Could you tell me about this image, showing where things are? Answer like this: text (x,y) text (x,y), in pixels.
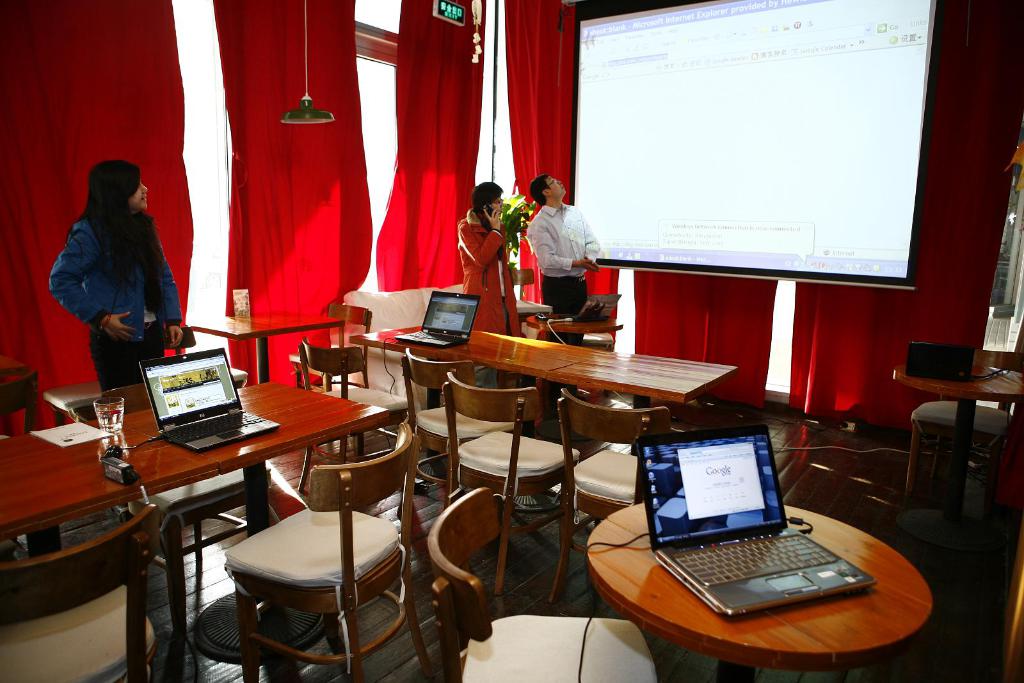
Two persons (476,255) are standing and looking to the screen (624,176) which is display in front of them there is a table (589,353) on the table (676,580) we have laptops (693,508) glass (121,407) is filled with liquid (110,418) and some chairs (129,395) in the left side (124,253) one woman (124,253) Standing and looking to the screen (707,138) back side we have red color cloth (297,174).
